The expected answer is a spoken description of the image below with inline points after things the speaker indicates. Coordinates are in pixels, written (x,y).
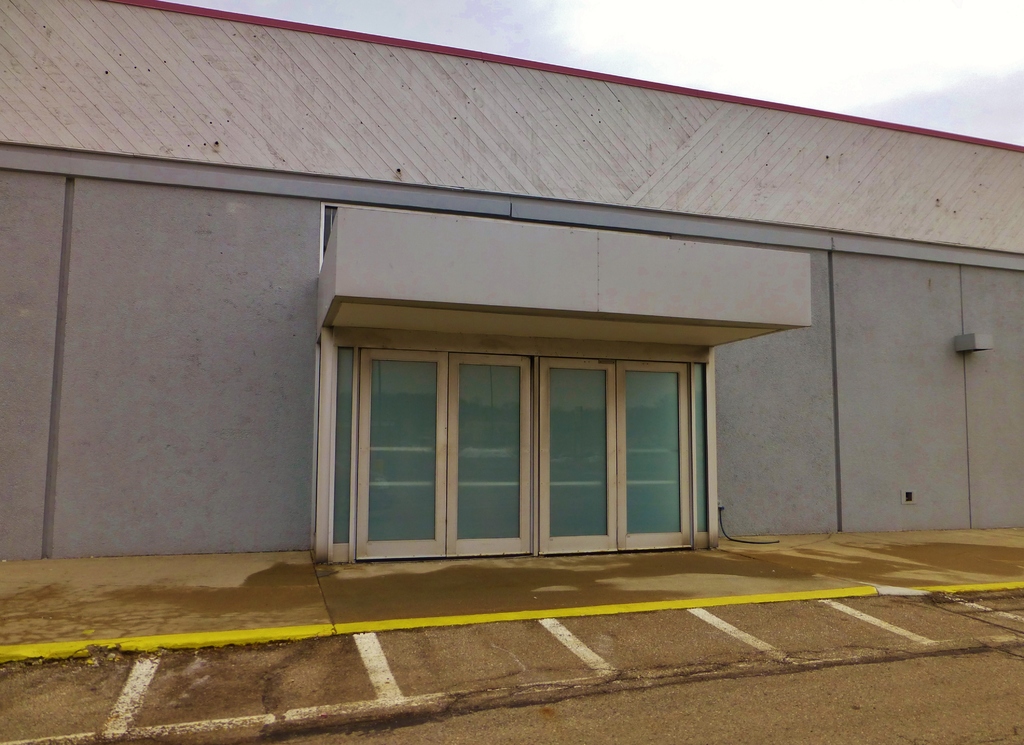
In this image there is a building (505,375). In the center (498,456) there are glass doors (513,461). At the top (727,39) there is the sky (666,66). At the bottom (569,701) there is a road (578,673).
